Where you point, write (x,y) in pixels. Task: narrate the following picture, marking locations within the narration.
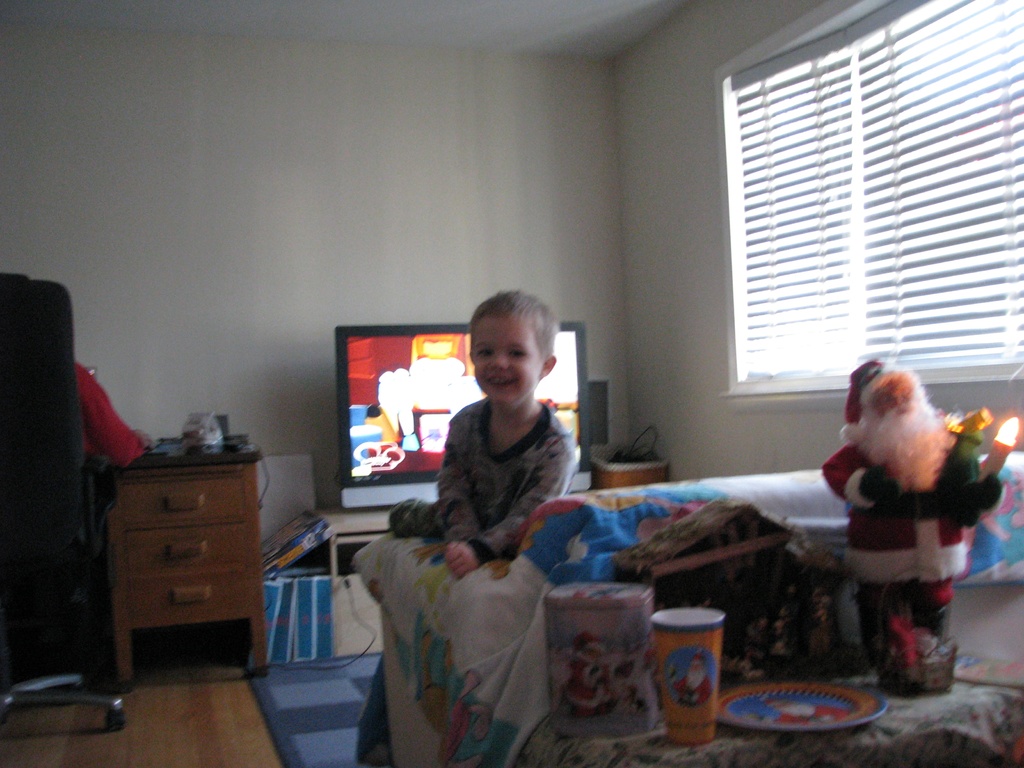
In this image we can able to see a boy (474,505) sitting on a couch (584,496), beside to him there is a guy (109,427) sitting on a chair (45,492), and there is a table (185,538) over here, we can see TV (446,386) here, and there is a glass (690,697), a plate (776,716), and a box (598,684) here, we can able to see santa claus doll (895,490) over here, we can see a window (854,123), and there is a wall (483,229) here.
